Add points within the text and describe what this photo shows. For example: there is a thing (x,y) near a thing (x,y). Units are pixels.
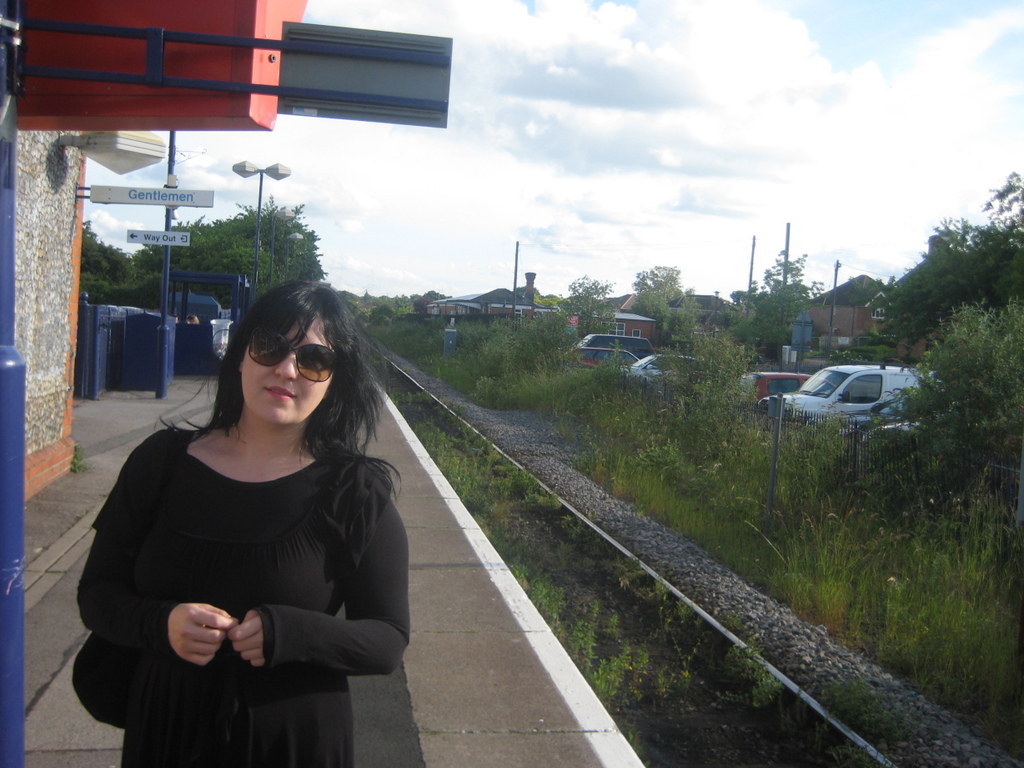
In the picture I can see a woman (213,519) on the left side (213,519) and she is wearing a black color dress (257,555). She is standing on the platform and looks like she carrying a bag (98,705). I can see a railway track (685,590) on the right side (735,690). There are houses (882,296), cars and trees (927,405) on the right side (930,411). There are clouds (674,89) in the sky (838,115). I can see the light poles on the platform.
